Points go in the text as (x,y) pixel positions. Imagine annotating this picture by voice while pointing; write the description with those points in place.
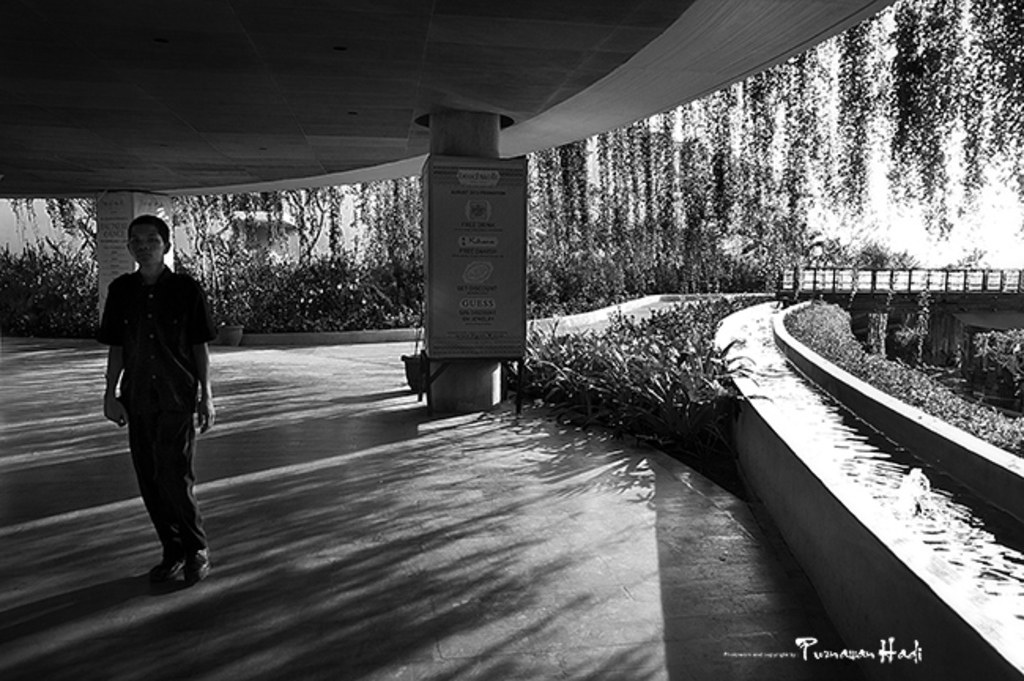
Black and white picture. Here we can see hoardings (115,194), person (140,246), water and plants (644,395).
